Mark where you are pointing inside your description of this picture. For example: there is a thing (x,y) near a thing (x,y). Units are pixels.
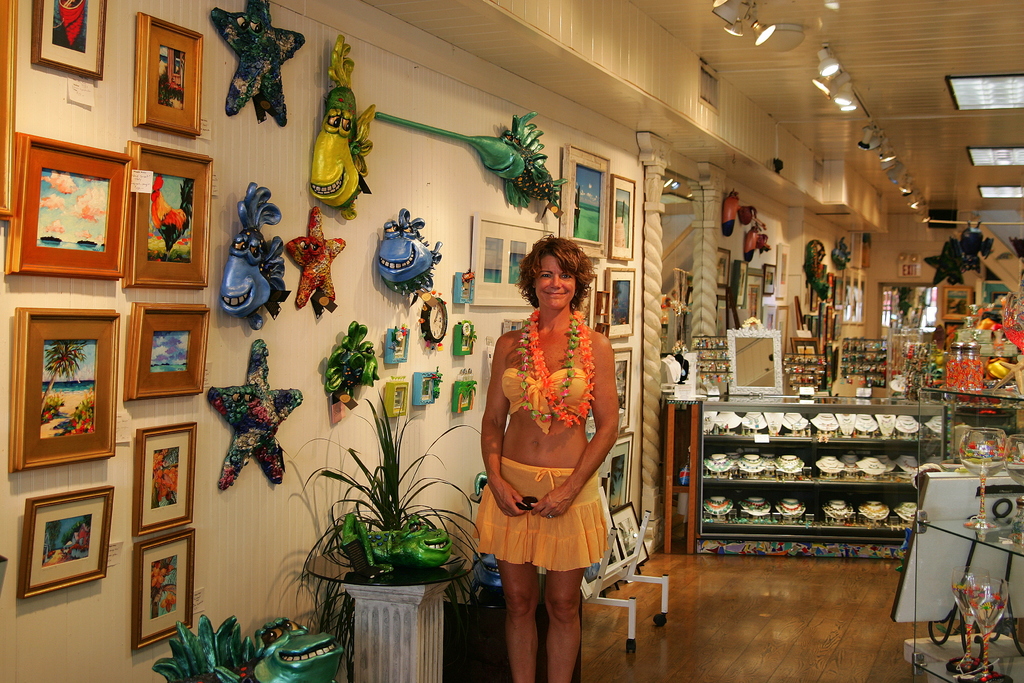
In this image in the center (557,311) there is one woman (565,464) who is standing and she is wearing some garlands (543,350), in the background (935,282) there are some photo frames (141,153) and toys (424,252) on the wall (641,443). At the bottom (907,601) there is a floor (889,601), on the floor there are some flower pots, glasses (998,590), boards (1012,592) and on the right side (788,496) there are some necklaces (741,460) in the glass box (766,446). And also there are some photo frames (970,311), toys (940,267), windows (891,316) and some containers (970,378). In the container (957,374) there are some objects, on the top (933,68) there is ceiling (784,86) and some lights (863,143).
